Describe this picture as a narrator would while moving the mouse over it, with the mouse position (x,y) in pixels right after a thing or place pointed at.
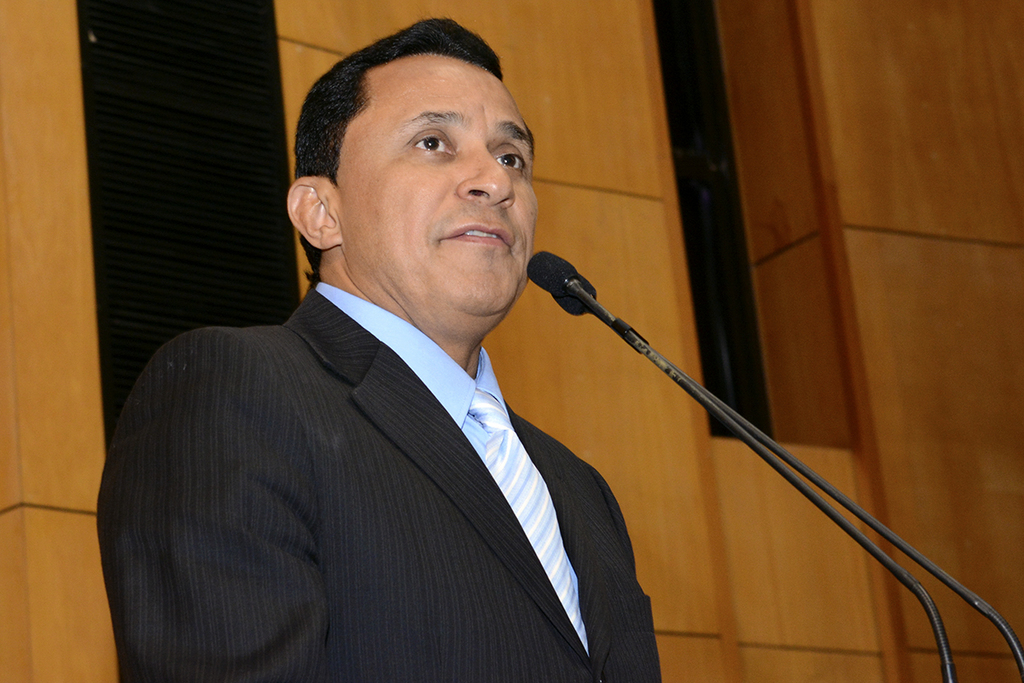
A man (267,338) is standing at the microphones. In the background (536,374) we can see the wall (869,26).
